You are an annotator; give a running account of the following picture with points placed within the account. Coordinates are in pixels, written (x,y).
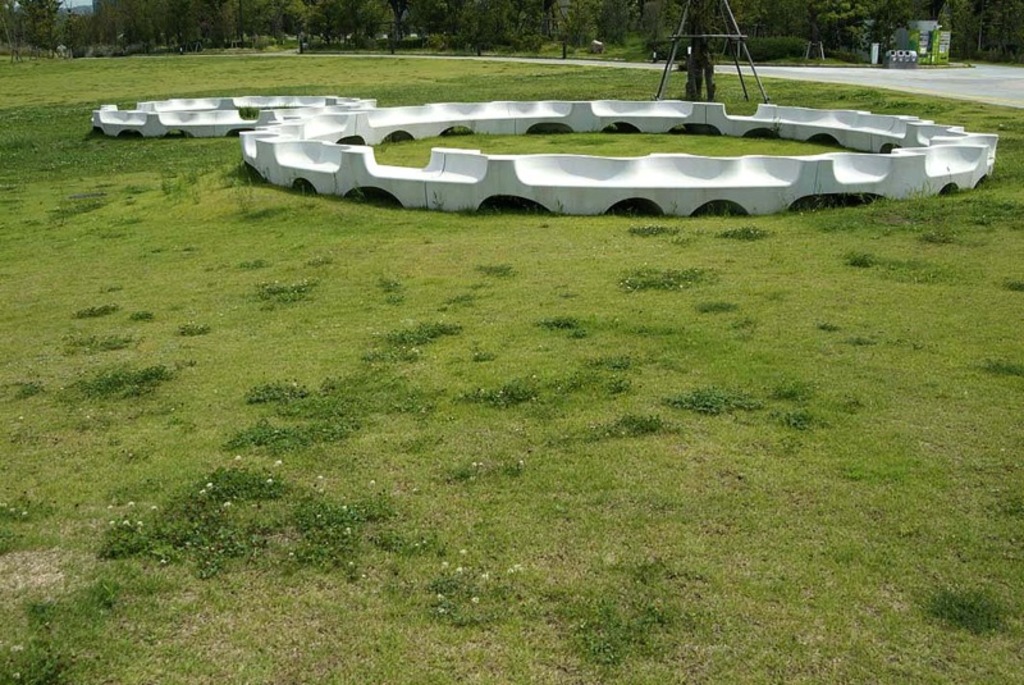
In this image at the bottom (535,568), there is grass (420,554), plants (333,527). In the middle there are benches (453,178), poles (737,58) and road (917,85). At the top (156,33) there are trees (318,41).
